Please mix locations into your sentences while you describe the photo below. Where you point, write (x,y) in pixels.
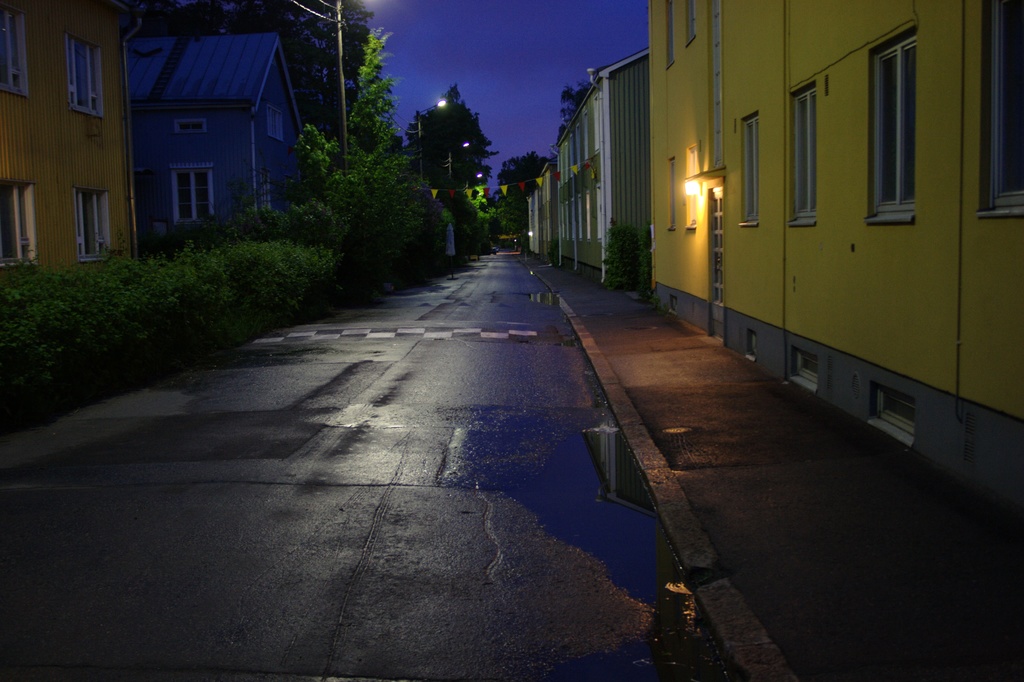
In this image, I can see the buildings (246,141) with the windows (200,182) and doors (721,255). This looks like a lamp (698,195). I can see the road (494,313). These are the trees (351,246) and bushes (338,295), which are beside the road (481,329). I think these are the street lights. At the top of the image (508,50), I can see the sky (489,72).
